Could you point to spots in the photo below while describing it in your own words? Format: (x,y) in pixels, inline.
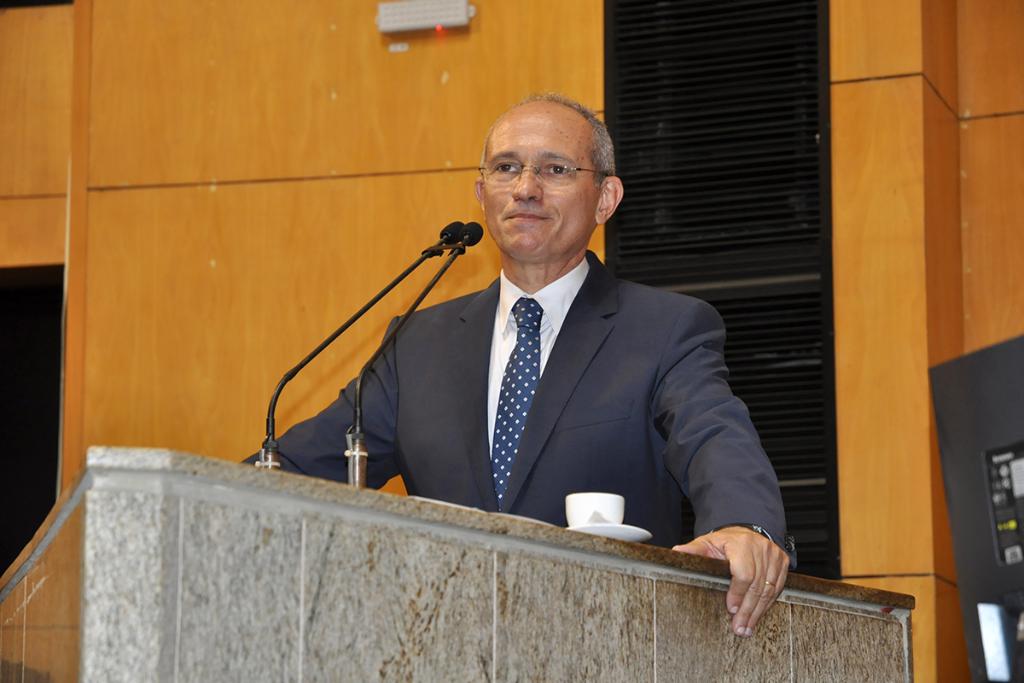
In this picture we can see a man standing near to the podium (437,595). On podium (572,577) we can see white cup (585,511) and saucer (604,533). This is a mike (353,474). On the background (308,163) we can see a wall (496,77) and this is some electronic device (447,26). On the right side of the picture (978,442) partial part of the monitor screen (996,508) is visible.
